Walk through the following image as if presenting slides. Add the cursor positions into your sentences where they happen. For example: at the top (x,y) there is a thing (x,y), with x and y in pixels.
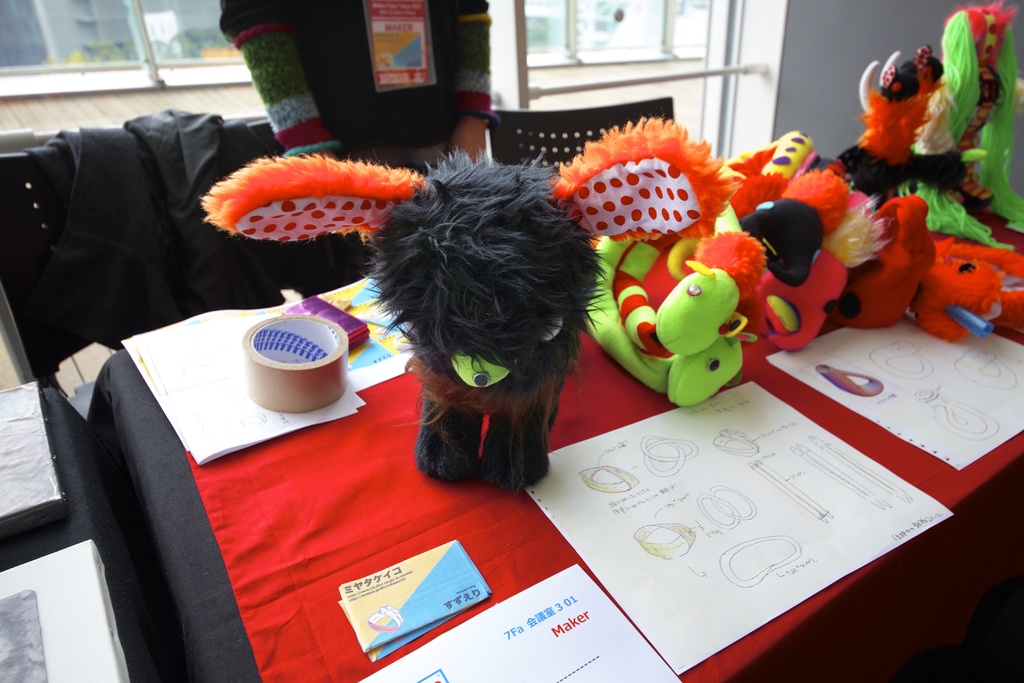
This image consists of many dolls (612,221) kept on the table (601,402). The table (492,599) is covered with a red cloth (341,535). And there are papers (540,589) kept on the table (318,670). In the background (398,26), there is a person (284,94) standing. Beside him, there are two chairs (123,145).
